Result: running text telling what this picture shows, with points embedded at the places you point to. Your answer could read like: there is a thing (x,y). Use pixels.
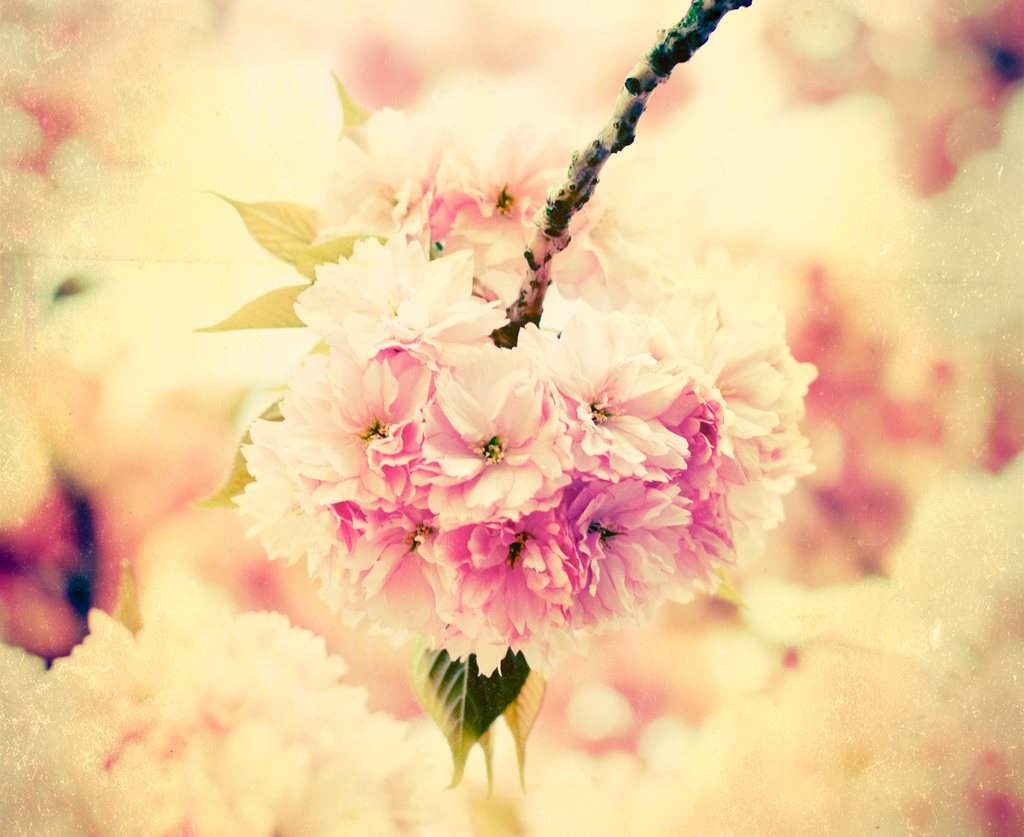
In this image I see a stem (656,49) on which there are flowers (447,332) which are of white and pink in color and I see leaves (278,293) which are of green in color and I see that it is blurred in the background (878,423).
